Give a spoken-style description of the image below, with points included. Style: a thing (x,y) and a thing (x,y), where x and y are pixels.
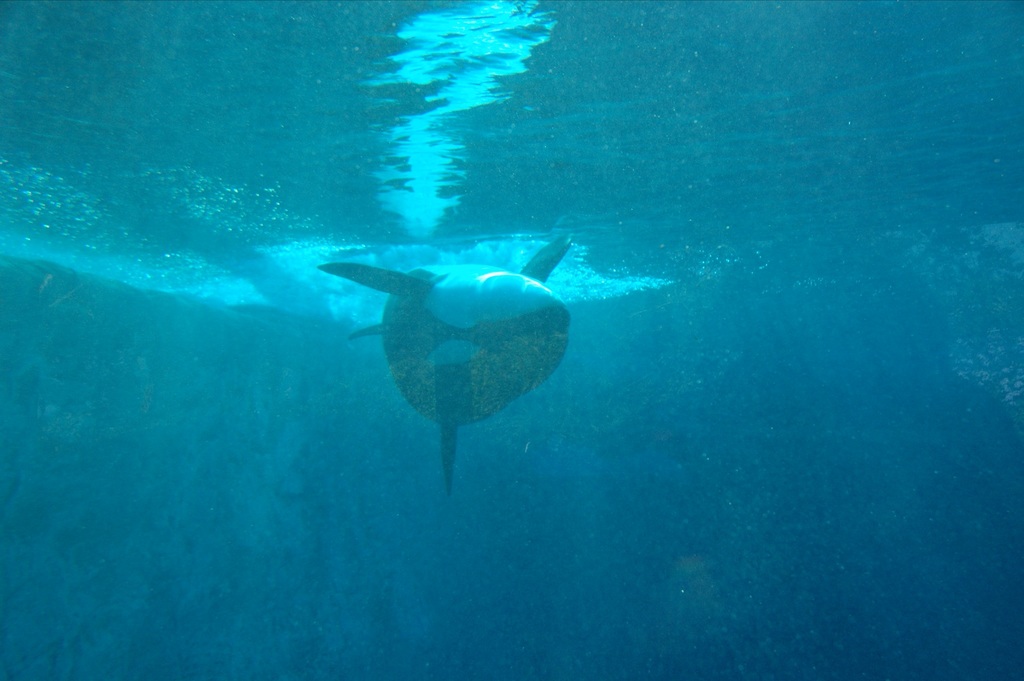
In the foreground of this image (433,355), there is an aquatic animal (503,344) under the water (332,349).
